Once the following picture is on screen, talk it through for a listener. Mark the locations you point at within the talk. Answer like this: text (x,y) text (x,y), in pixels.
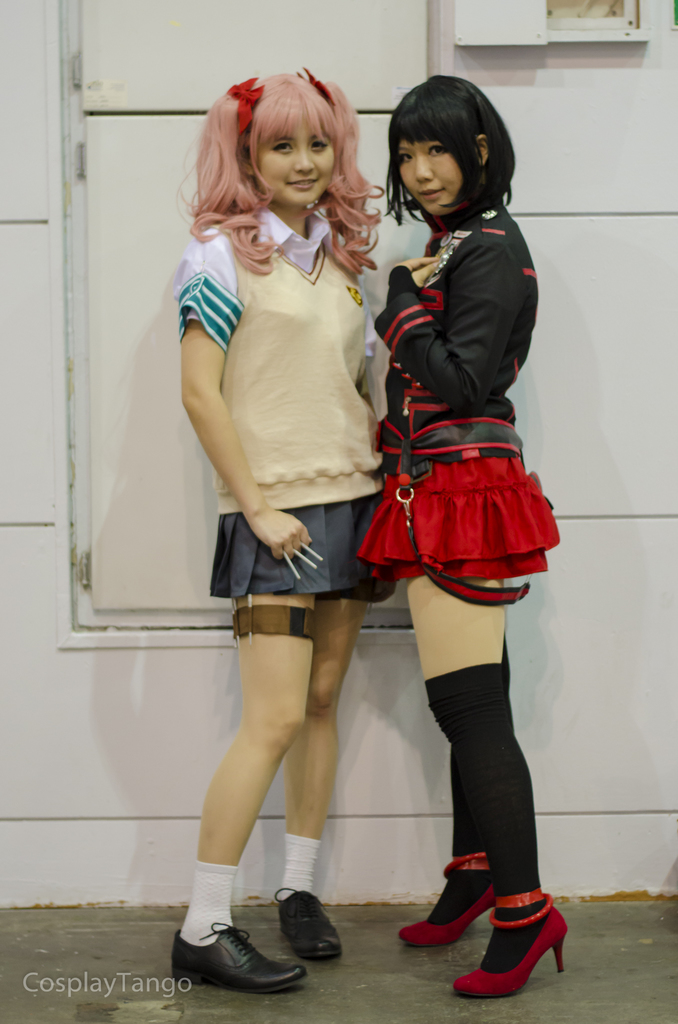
In this picture I can see the two girls (478,591) are standing in the middle (353,509), in the bottom left hand side (85,989) I can see the watermark (99,988), it looks like an edited image.
